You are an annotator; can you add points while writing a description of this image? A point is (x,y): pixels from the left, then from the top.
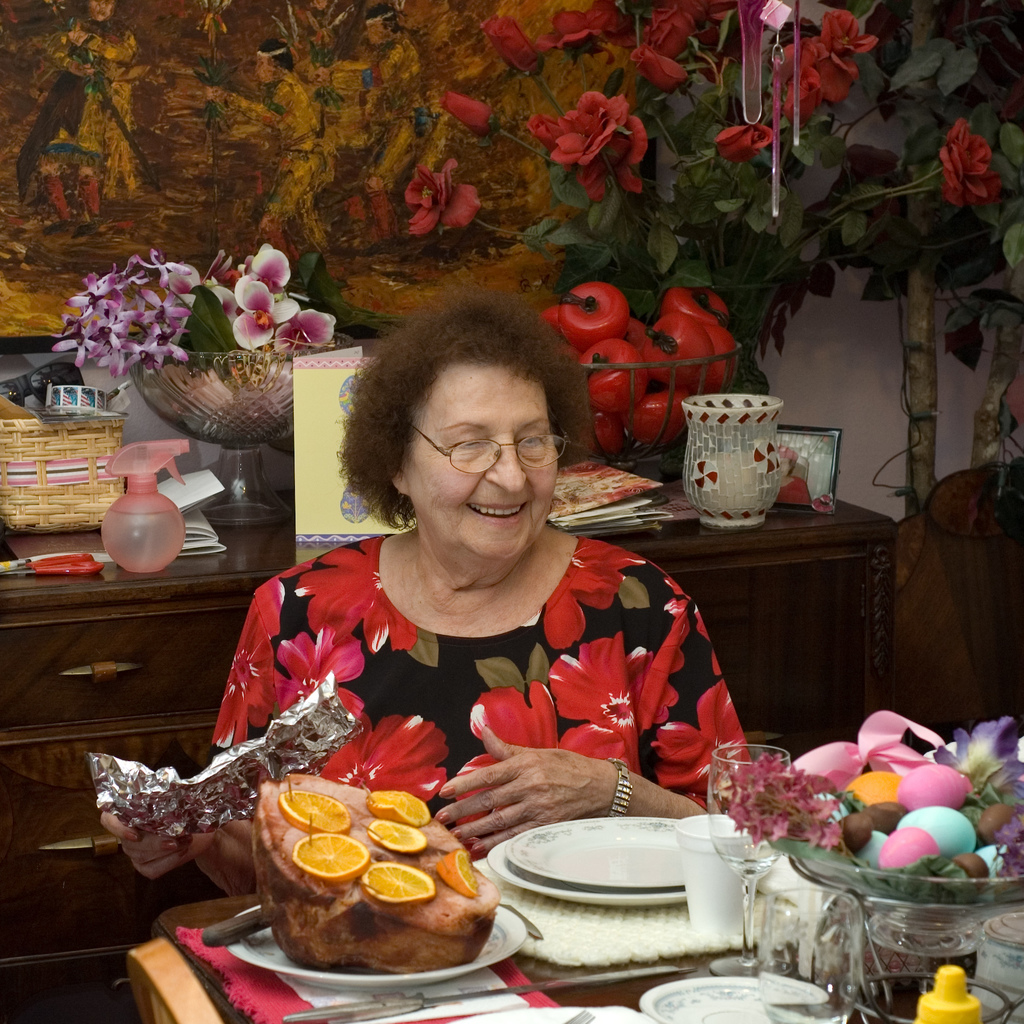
It is a dining room (514,479), a woman (559,712) wearing red and black dress (543,717) is sitting in front of the table (550,970) and there are some food items (362,907), easter eggs (879,796), glasses (738,835) and plates (598,848) are placed in front of her on the table (581,929), behind her there is a spraying bottle (140,521), scissors (67,555), bowls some artificial fruits (615,393), a jug (746,487) placed on the cupboard (859,544) in the background (279,52) there is artificial tree (735,116), and some arts (279,174) on the wall (149,433).
